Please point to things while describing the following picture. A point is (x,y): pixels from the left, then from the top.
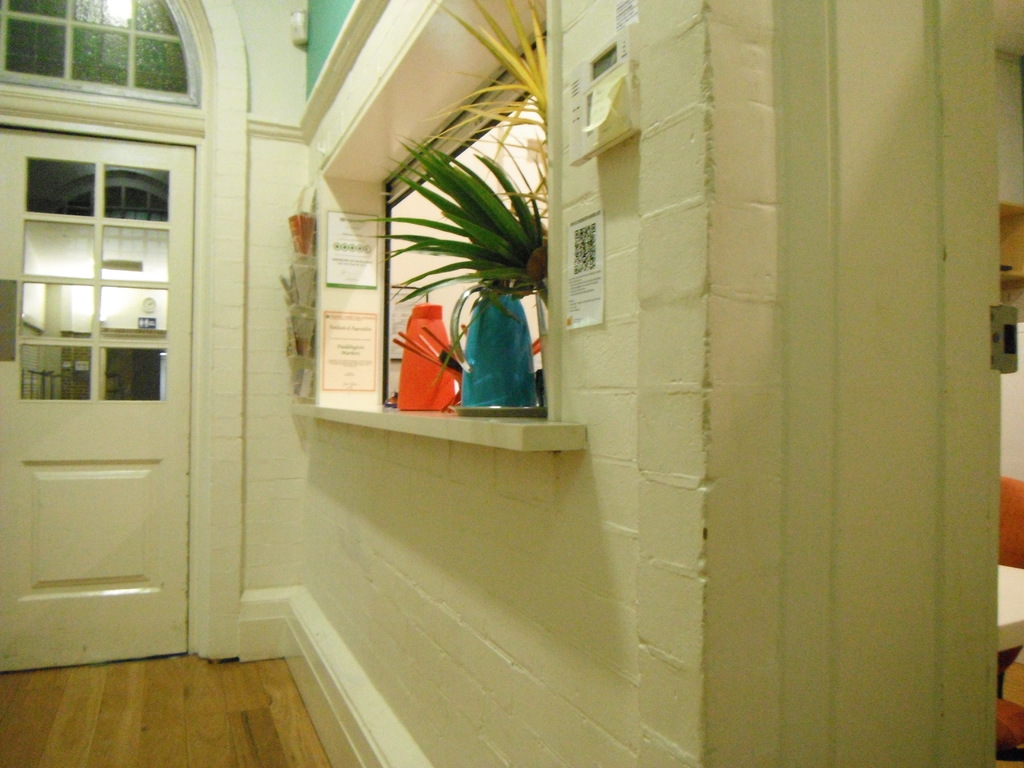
In this picture I can see inside view of a room (728,120) and on the right side of this picture (752,373) I can see the wall (586,178) on which there are papers (587,300) and I see a rack (446,417) on which there are 2 jugs (487,340) and few plants (500,252). On the left side of this picture (129,182) I can see a door (133,329) and on the bottom left of this picture (70,723) I can see the floor (165,731).
